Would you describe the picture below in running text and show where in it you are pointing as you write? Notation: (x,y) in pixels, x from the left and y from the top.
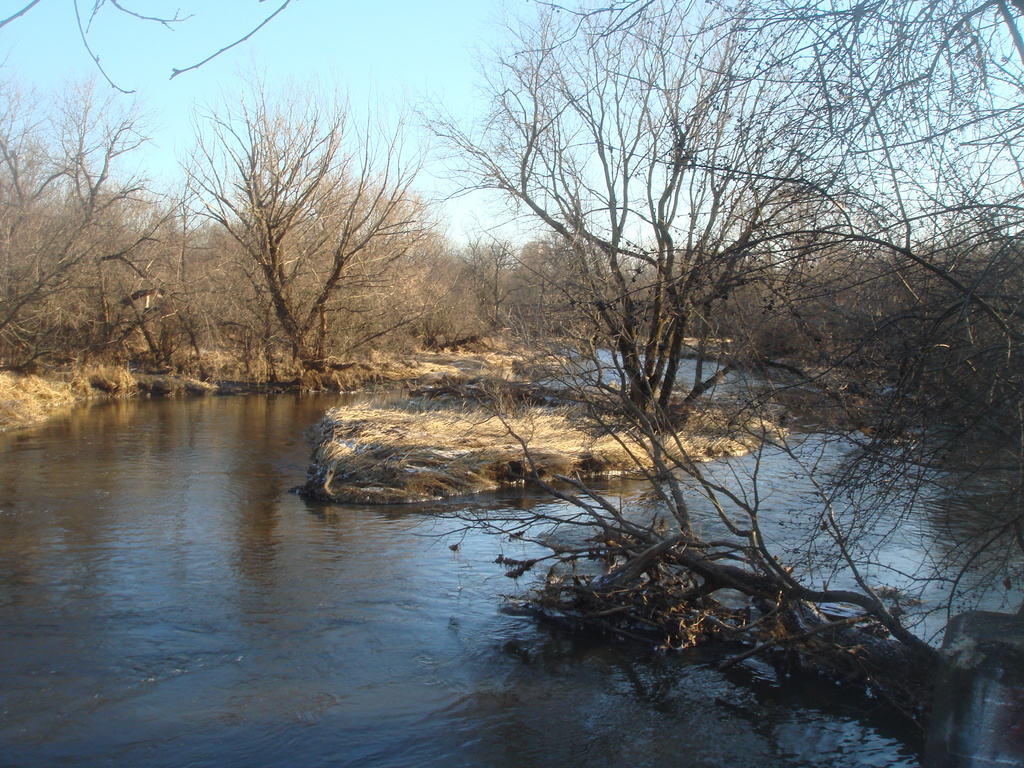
In this picture we can see water (424,647) and few trees (480,277).
